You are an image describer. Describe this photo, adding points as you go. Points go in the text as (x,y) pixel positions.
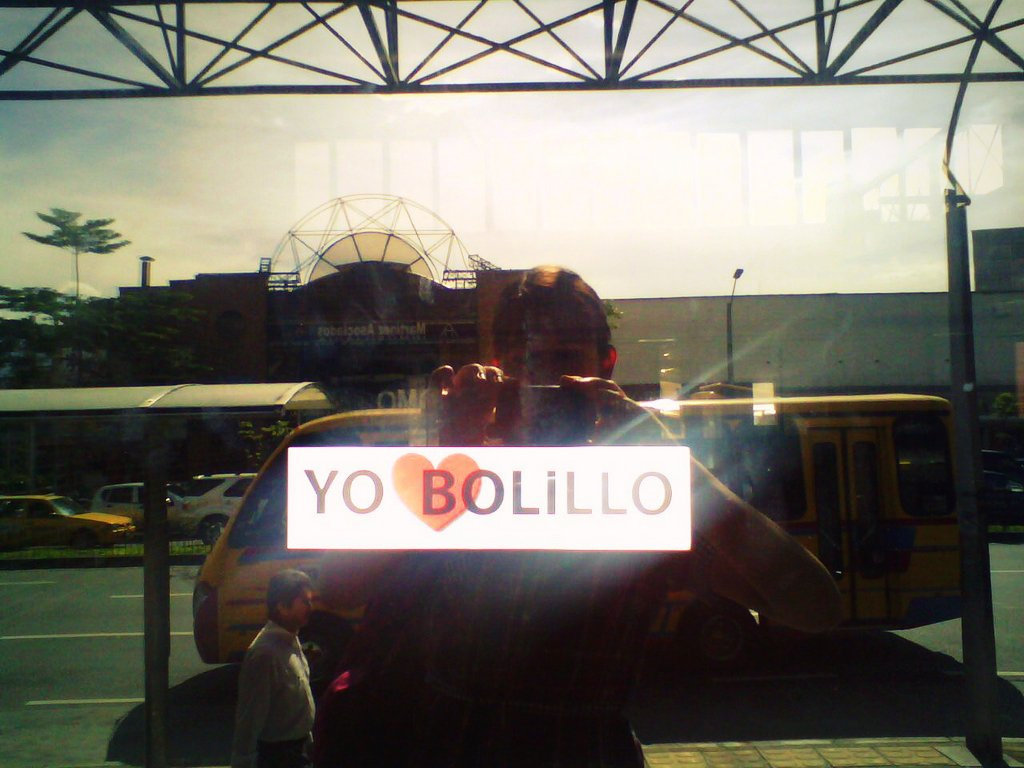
In this image, I can see the reflection (399,314) of a building (455,297) with a name board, a street light (727,332), trees (157,364), vehicles (115,488) on the road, shed (152,471) and a person (550,746) holding an object (538,389), on a transparent glass (433,202). At the top of the image (431,89), I can see the iron grilles (405,86). In the background (695,139), there is the sky (398,150). At the bottom of the image (306,752), I can see another person (291,703) and there is a label (520,483) on a transparent glass (728,494).
